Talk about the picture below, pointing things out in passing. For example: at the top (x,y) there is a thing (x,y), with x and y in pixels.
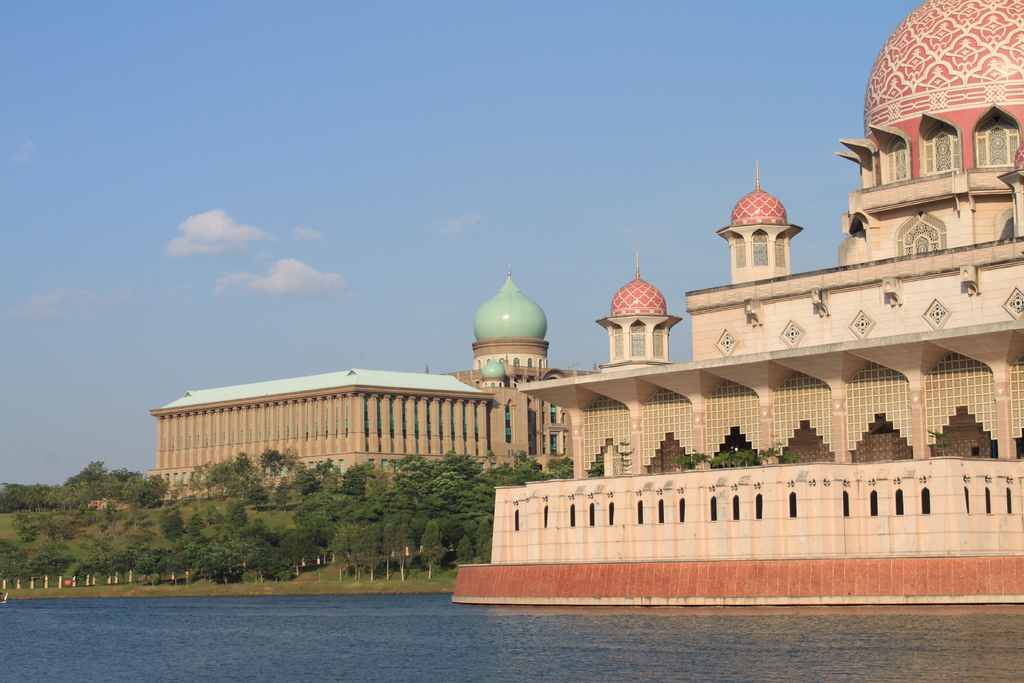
At the bottom of the image (215,637) there is water (275,653). Behind the water (204,610) at the left side (93,512) there are trees (124,498). Behind the trees (480,500) there is a building (475,398) with pillars (247,446), walls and poles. At the right corner of the image (914,433) there is a building (803,336) with walls (852,279), pillars (837,366) and also there are arches (933,134). At the top of the image (670,66) there is a sky (387,253).
